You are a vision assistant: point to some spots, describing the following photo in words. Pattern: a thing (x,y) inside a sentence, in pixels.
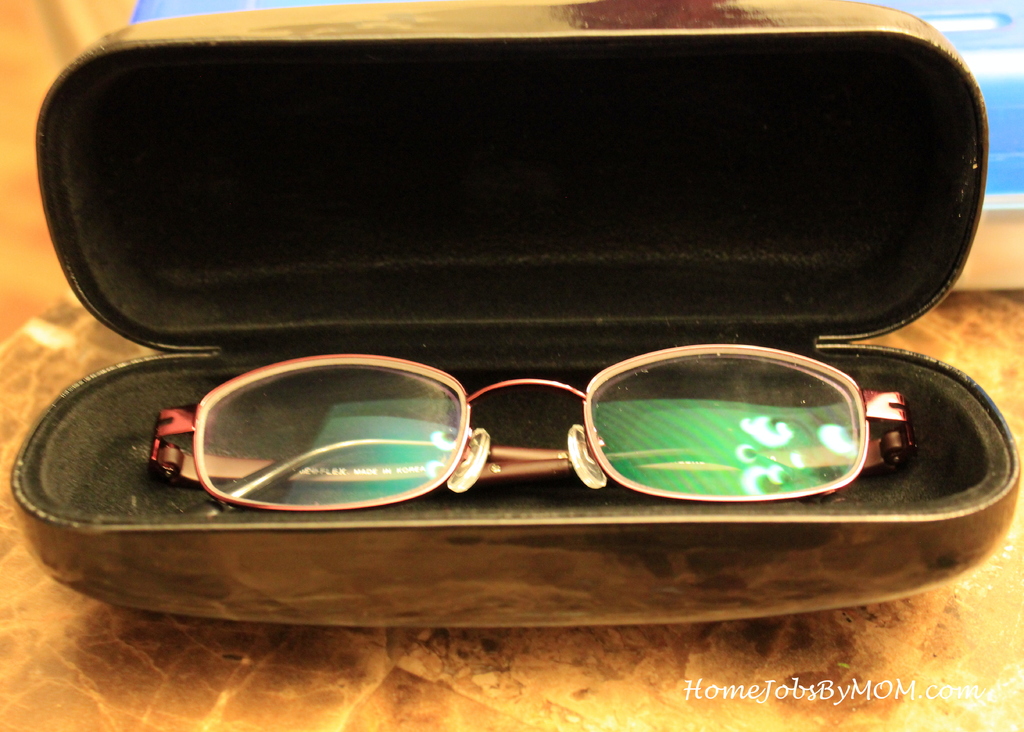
In the image, there are spectacles (459,430) kept in a spectacle box (682,128).
